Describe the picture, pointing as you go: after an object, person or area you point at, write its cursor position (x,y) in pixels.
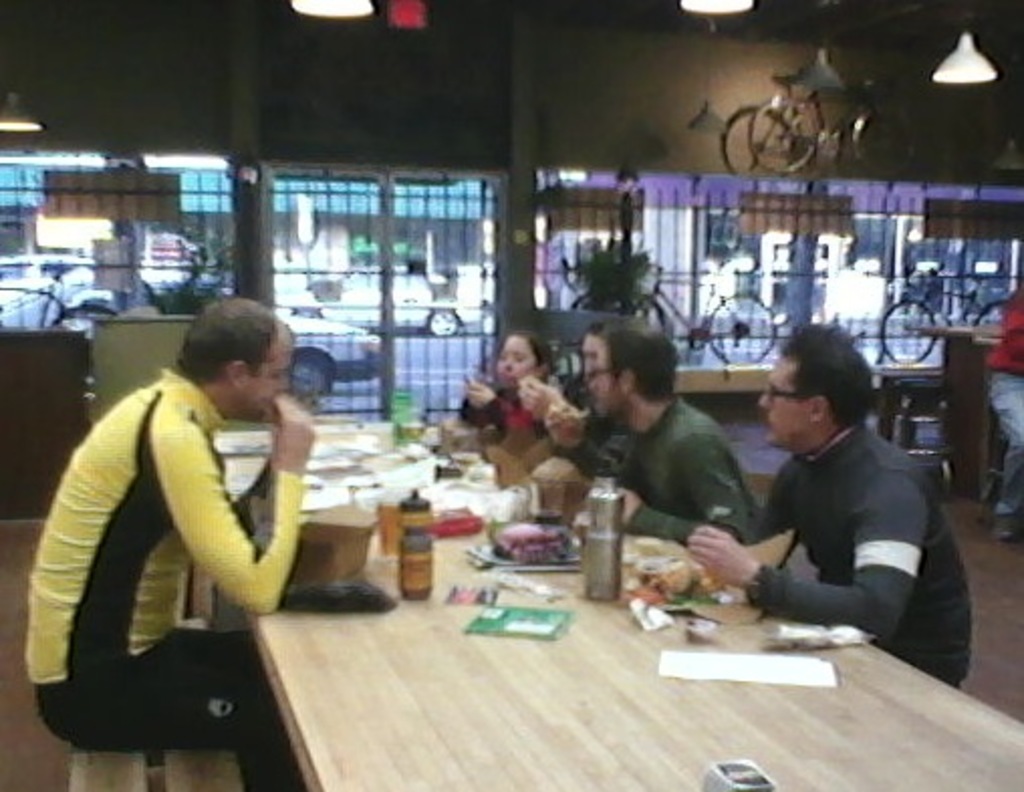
There are some people (277,523) sitting around the table (403,600). And there is a bench (174,758). On the table (449,548) there are bottles (426,532) and many other items (476,519). In the background (327,241) there is a railings (652,290). Some vehicles (300,361) and bicycles (715,318) there. In the room (892,43) there lights (335,8).
